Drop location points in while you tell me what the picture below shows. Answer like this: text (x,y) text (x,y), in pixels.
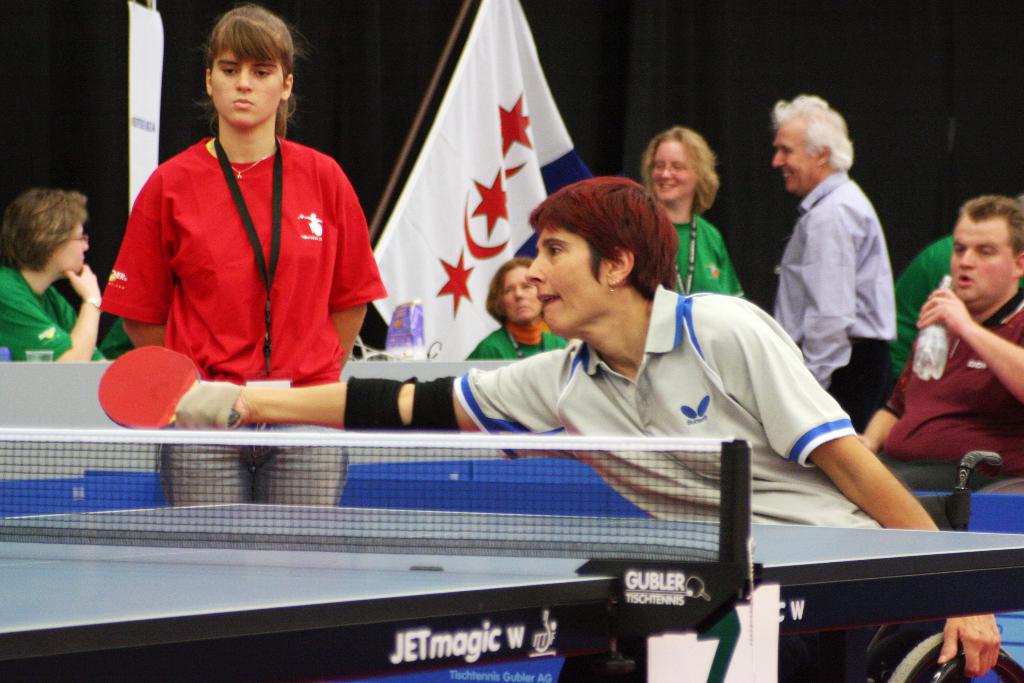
In this image we can see a person (506,394) on wheelchair (892,631) playing table tennis. In front of the person (693,425) we can see a table (581,598) and net (543,477). Behind the person (594,353) we can see few more persons (525,311) and a flag (440,212). In the background (335,36), we can see a black object (816,59). On the right side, we can see a person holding a bottle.
